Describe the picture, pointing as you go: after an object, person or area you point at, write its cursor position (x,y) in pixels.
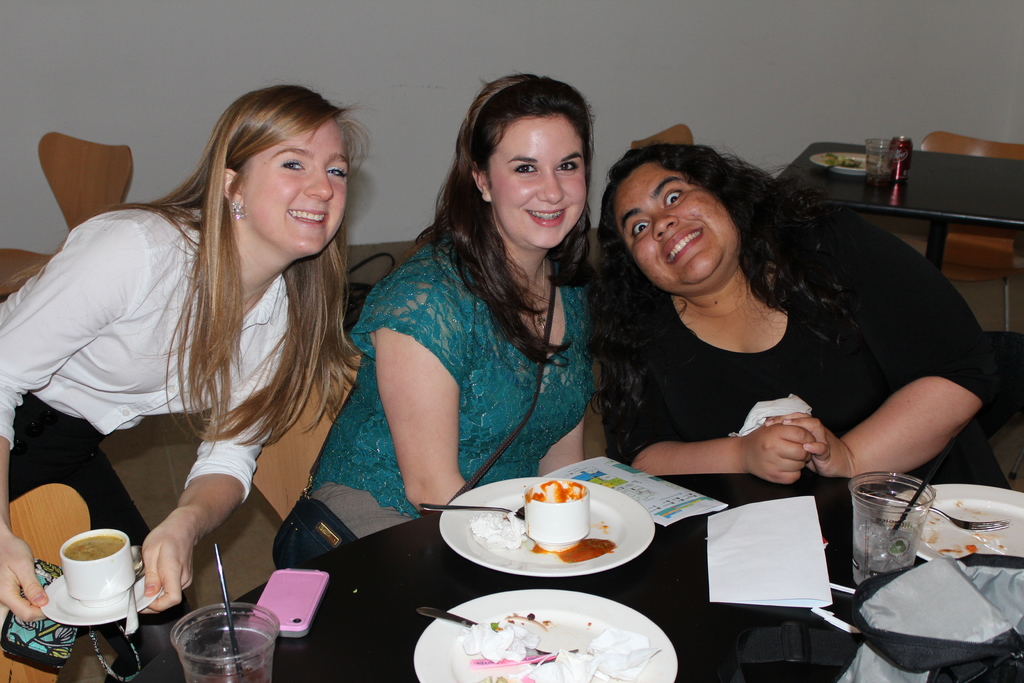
On the background (276,48) we can see a wall (886,74), chairs (980,140) and a table (921,203) and on the table (894,179) in this picture we can see tins (906,171), glasses (925,511), plates (566,557) and some food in a plate (832,167). Here we can see three women (400,316) sitting on a chairs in front of a table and holding a pretty smile on their faces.
